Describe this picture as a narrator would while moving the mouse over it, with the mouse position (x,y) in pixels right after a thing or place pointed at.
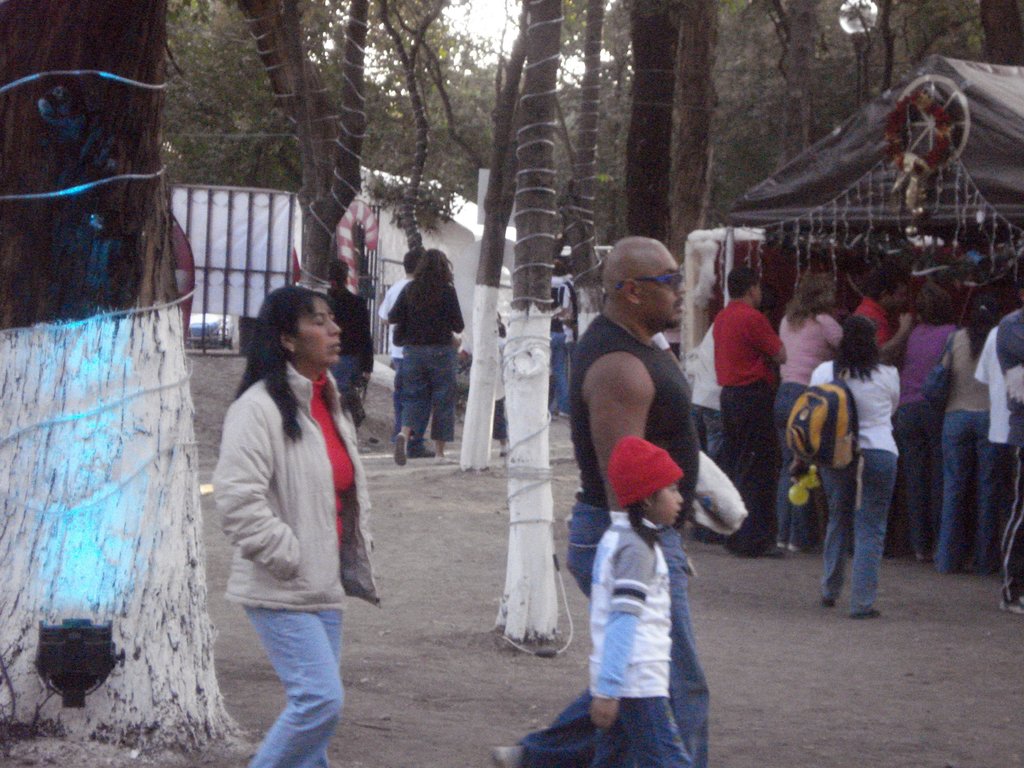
As we can see in the image there are few people (656,325) here and there, wall (461,298), gate (266,235) and trees (487,102). On the top (457,56) there is a sky (495,30).
